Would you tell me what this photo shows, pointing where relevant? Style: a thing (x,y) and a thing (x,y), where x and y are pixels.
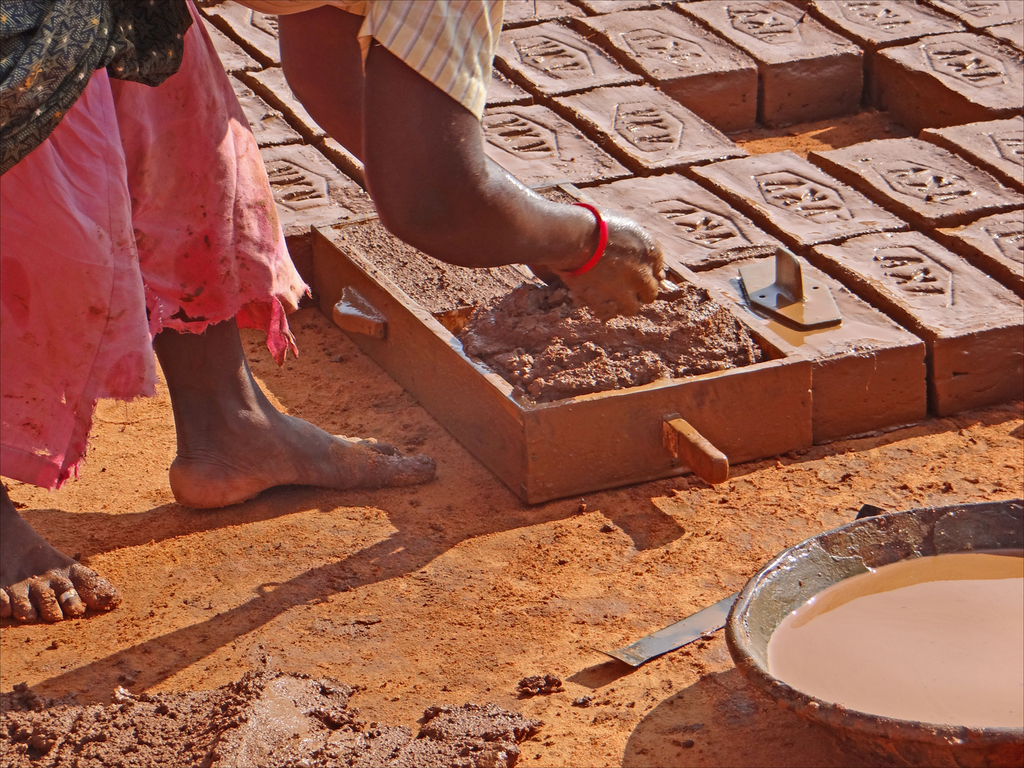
In this picture there is a woman (159,297) standing and holding the mud (730,324). There are bricks (884,389) and there is a tool (812,304) on the brick (818,253). In the foreground (903,643) there is water (894,654). At the bottom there is a tool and there is mud (87,726).
